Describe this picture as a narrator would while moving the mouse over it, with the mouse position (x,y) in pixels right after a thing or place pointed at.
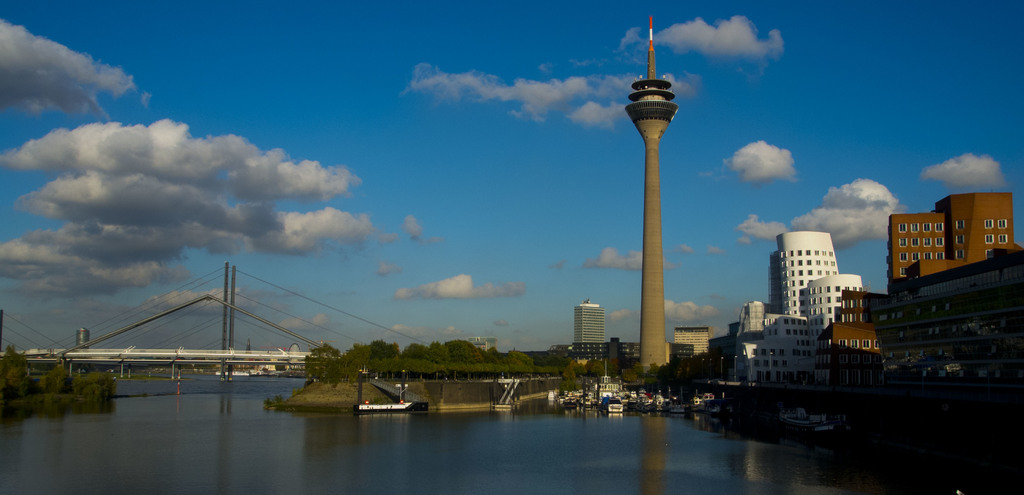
In this image there is a river (204,441), in that river (544,407) there are boats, on the river (149,387) there is a bridge (154,353) near the bridge (86,360) there are trees (364,354), on the right side (782,360) there are buildings (719,338) and a tower (649,88), in the background (131,276) there is a blue sky (473,211).
